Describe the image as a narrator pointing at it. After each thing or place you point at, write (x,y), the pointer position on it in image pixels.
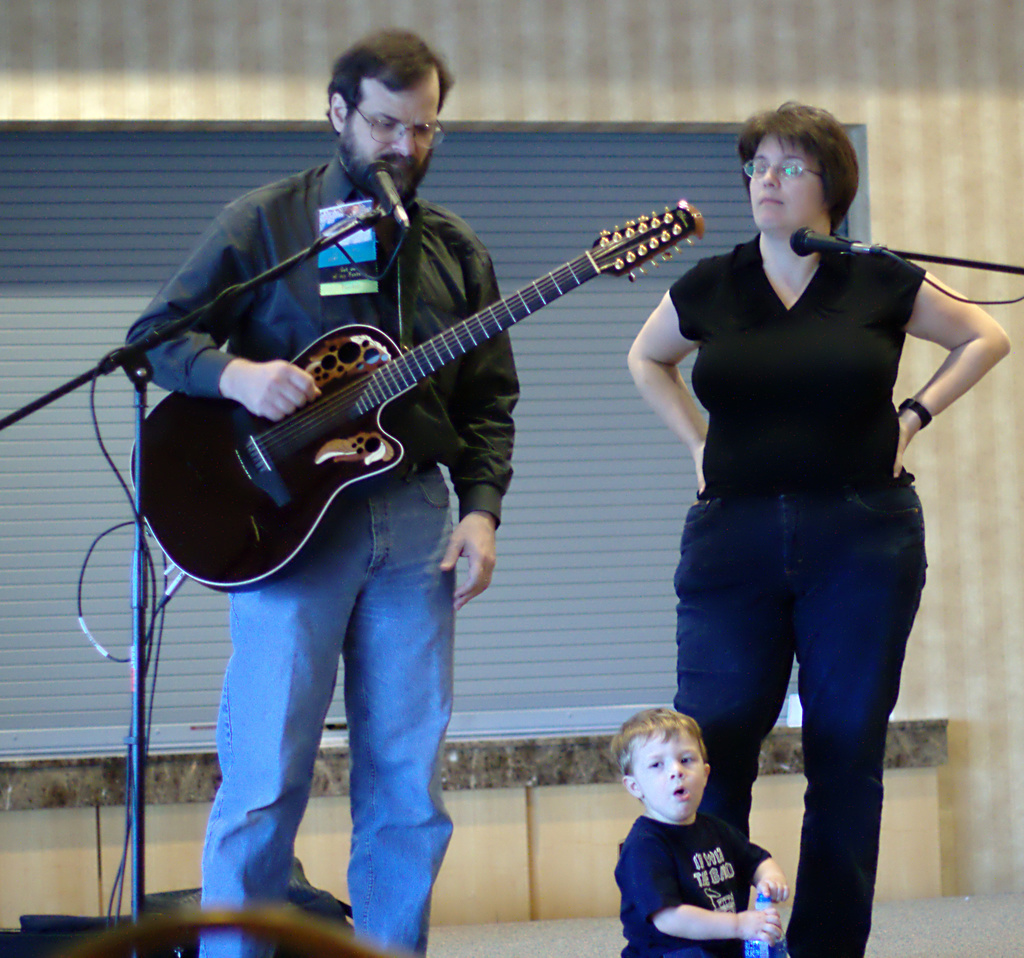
The image is taken inside the room (595,811). In the image there are two people (429,543) and a kid (694,774), on left side (323,723) there is a man (382,317) holding a guitar (383,369) and playing it in front of a microphone (382,174). On right (690,328) there is a woman (749,294) standing in front of a microphone (797,235) in background (679,194) there is a wall (616,155), at bottom (626,877) there is a kid (682,885) holding a water bottle (763,932).
